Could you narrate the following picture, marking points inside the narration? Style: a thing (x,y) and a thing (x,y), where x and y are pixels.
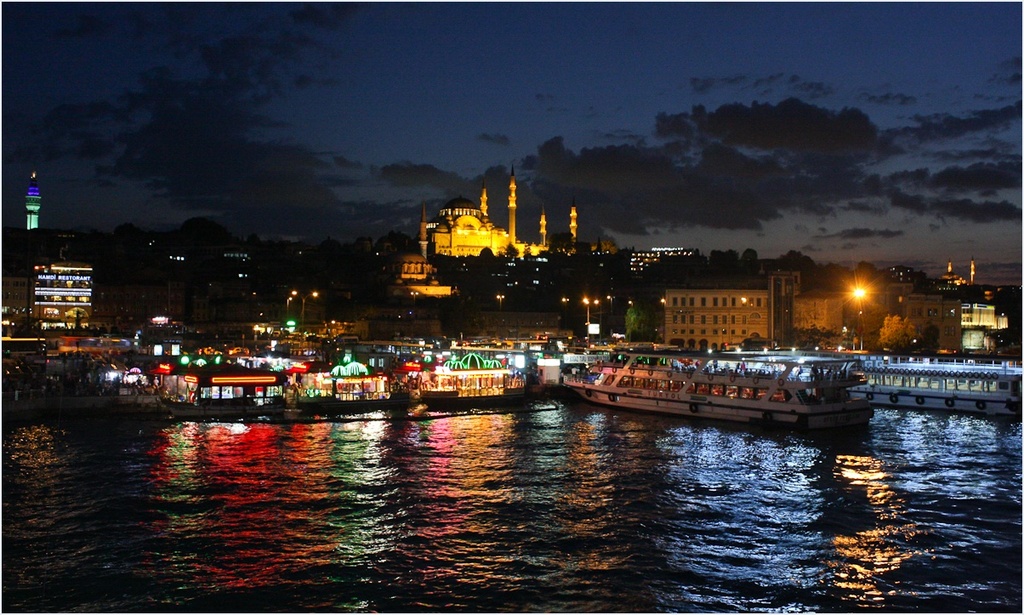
At the bottom (375,491) I can see water (375,484) and boats (747,397). In the middle (645,341) I can see light poles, buildings (399,313), trees (337,285), towers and a mosque (406,284). On the top (287,137) I can see the sky (313,185). This image is taken during night.
